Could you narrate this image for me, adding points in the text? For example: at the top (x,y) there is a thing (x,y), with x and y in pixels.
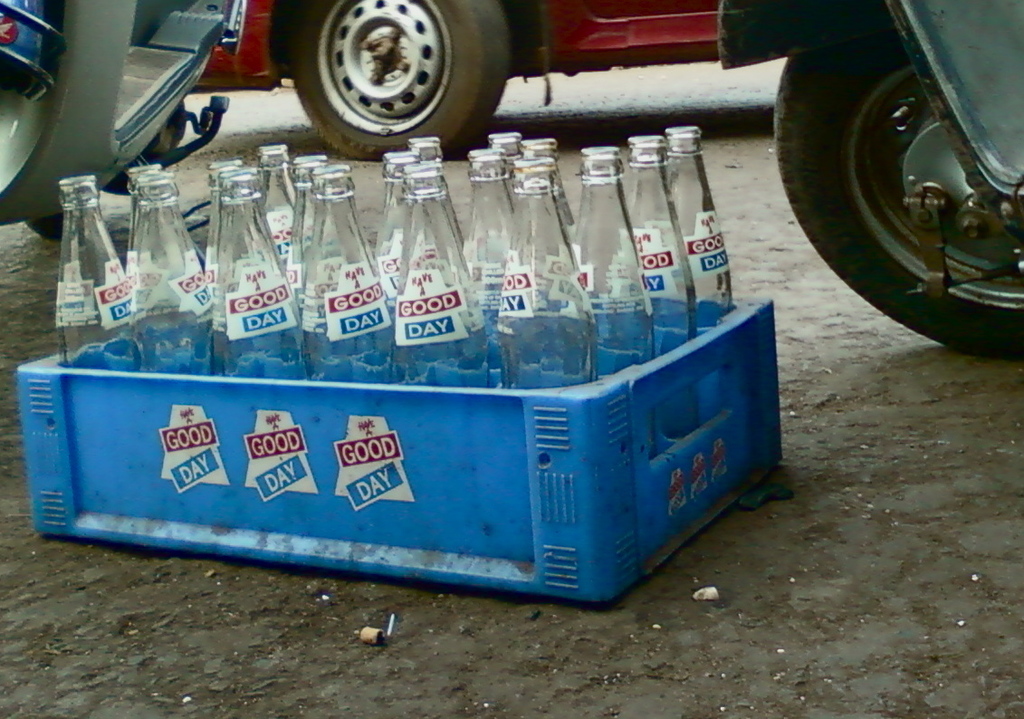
In this image i can see a tray (318,443) with a number of bottles (396,296) in it. In the background (466,19) i can see a wheel (341,64) of the vehicle (431,85) and few vehicles (60,60).
